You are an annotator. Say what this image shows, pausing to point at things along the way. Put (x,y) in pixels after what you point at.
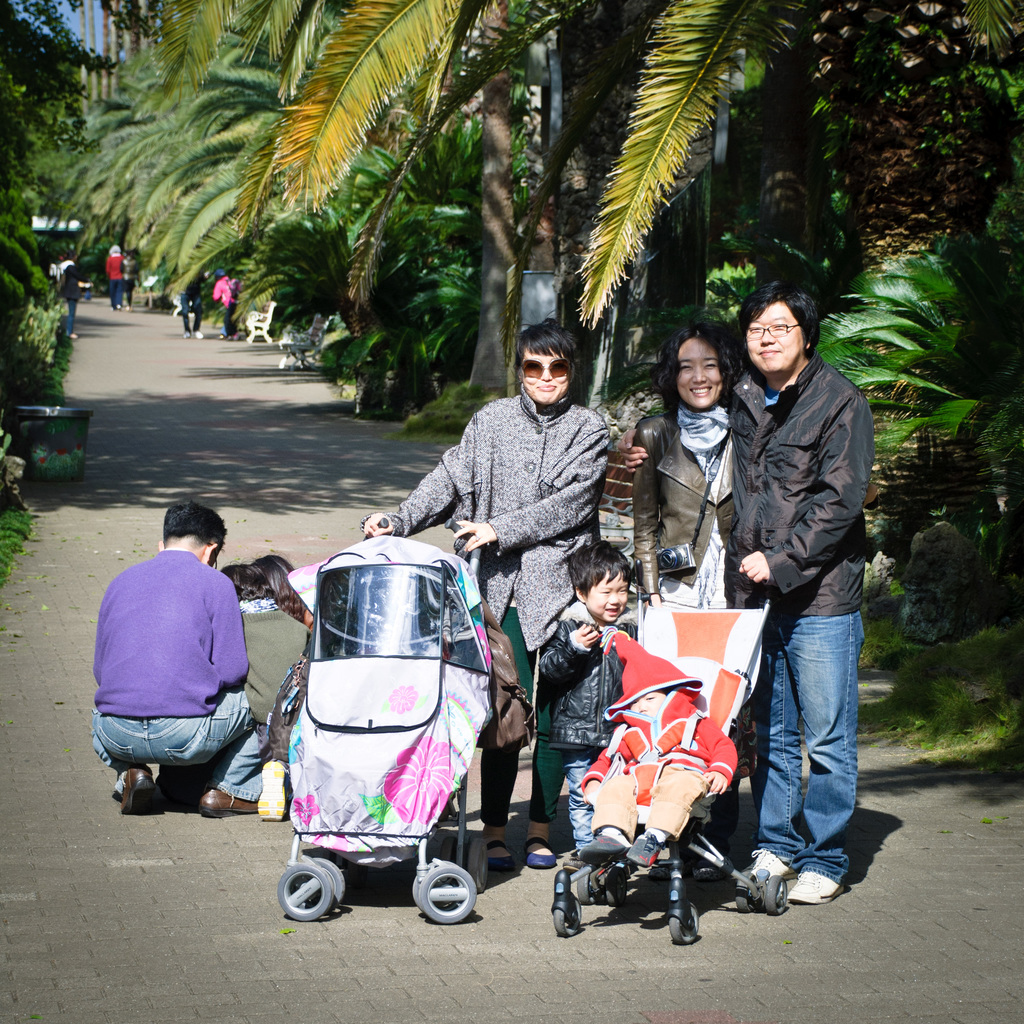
In this image in front (641,820) there are a few people (499,428) standing on the road (412,887) by holding the walkers (384,711). Behind them there are few others (79,295) walking on the road (267,345). On the backside (295,204) there are trees (280,182), benches (302,345) and dustbins (45,417).
